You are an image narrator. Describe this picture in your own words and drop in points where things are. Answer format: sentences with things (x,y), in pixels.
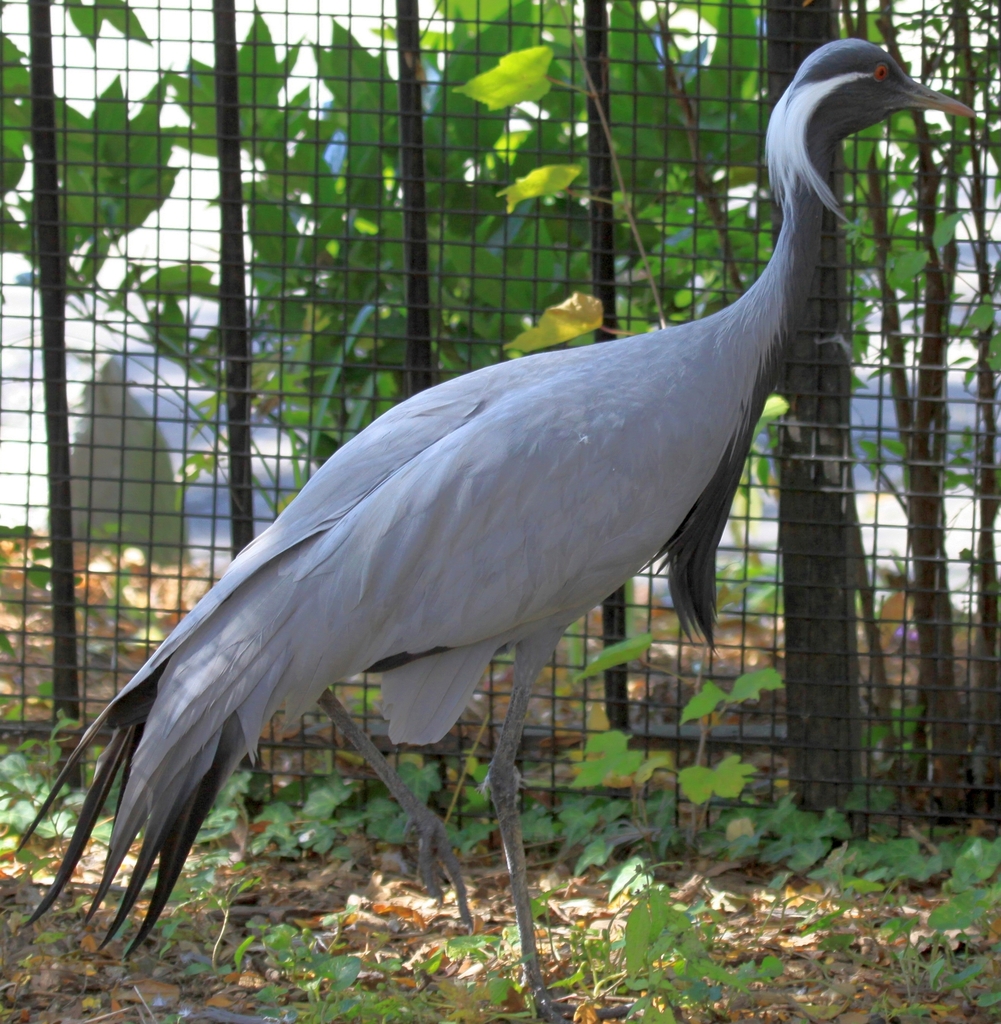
In the picture we can see a bird (651,438) which is grey in color and standing on the path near to it, we can see some plant saplings (44,757) and we can see a fencing wall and behind it we can see some plants (331,392).
